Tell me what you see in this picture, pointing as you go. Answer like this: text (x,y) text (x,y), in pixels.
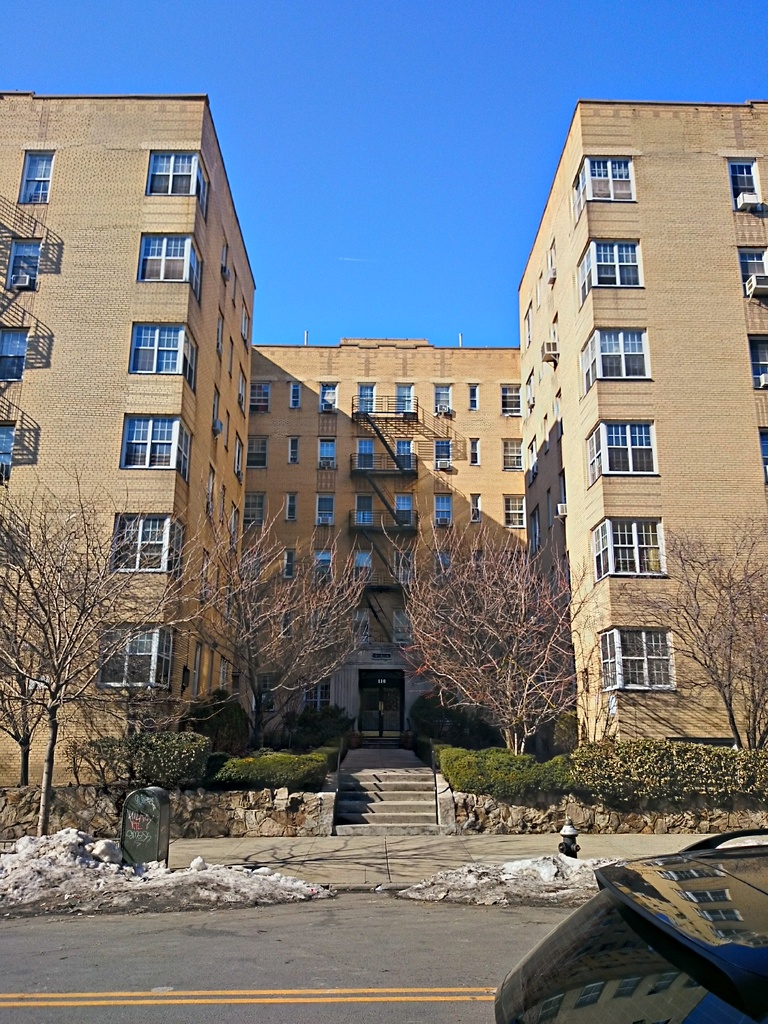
In this picture I can see buildings (397,535), trees (358,611) and plants (465,791). Here I can see a road (232,969) on which I can see yellow color line (446,999). I can also see a fire hydrant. In the background (334,259) I can see the sky (348,245).
